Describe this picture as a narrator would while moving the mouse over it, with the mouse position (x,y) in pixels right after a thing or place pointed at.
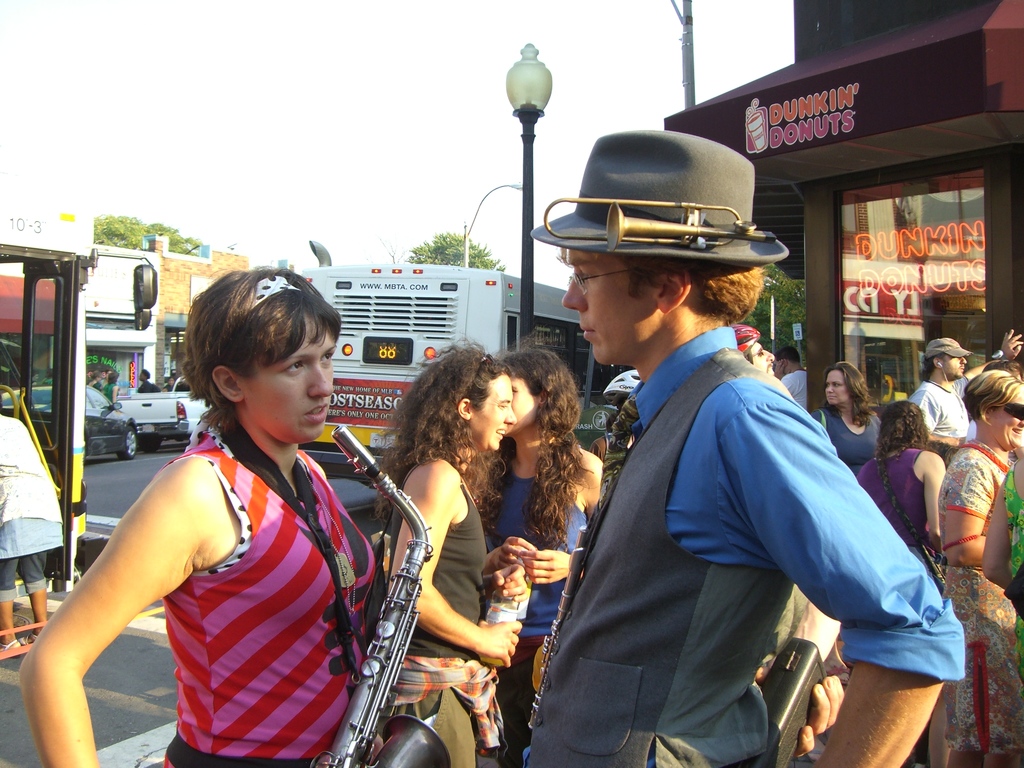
In this image we can see persons (548,529) standing on the road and one of them is holding musical instruments (386,613) in the hands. In the background (335,272) we can see motor vehicles (398,283), street pole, street lights (522,64), sky (415,80), trees (436,259) and a store (859,222).
